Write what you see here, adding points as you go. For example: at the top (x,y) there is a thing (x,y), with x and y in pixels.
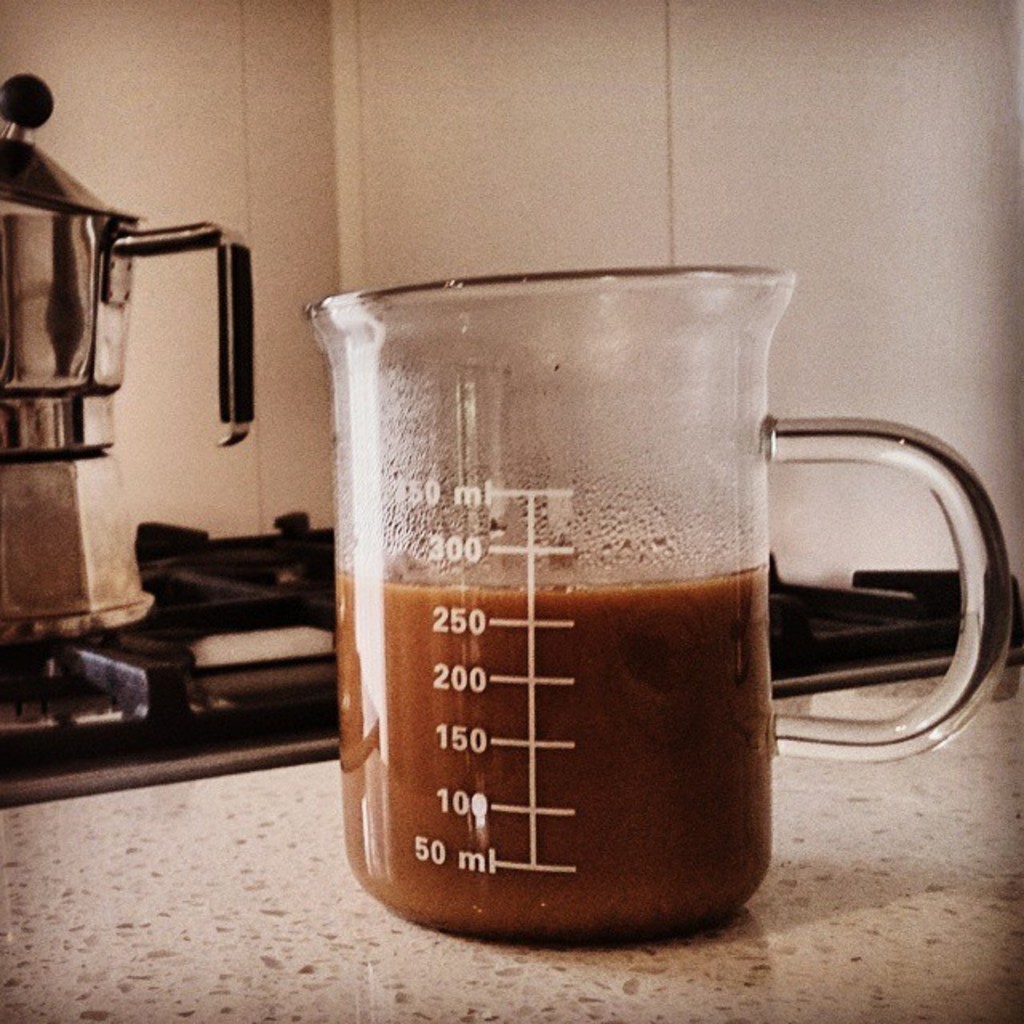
In this picture we can see a beaker mug (611,896) with drink (608,872) in it and this beaker mug (608,884) is on the platform (493,1003) and in the background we can see a gas stove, coffee pot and the wall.
